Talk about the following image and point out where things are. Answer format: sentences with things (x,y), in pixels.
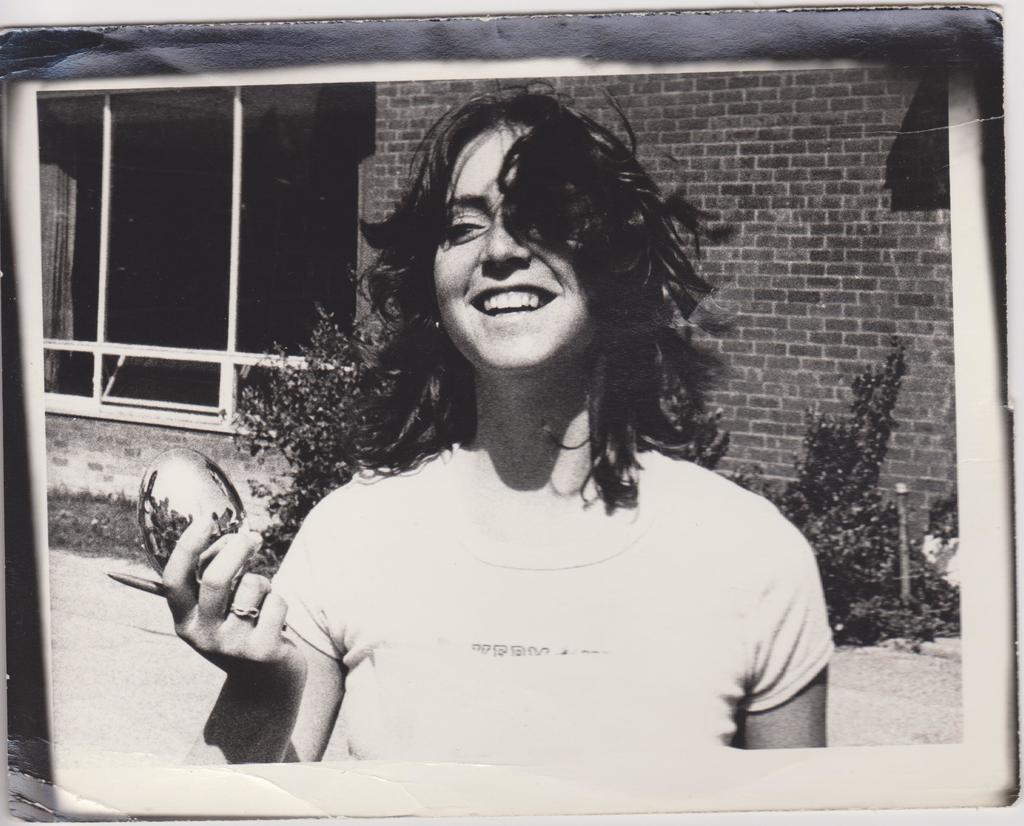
In this picture there is a girl (460,136) in the center of the image (392,495) and there are plants (287,541) and a house (151,370) in the background area of the image (151,370).
